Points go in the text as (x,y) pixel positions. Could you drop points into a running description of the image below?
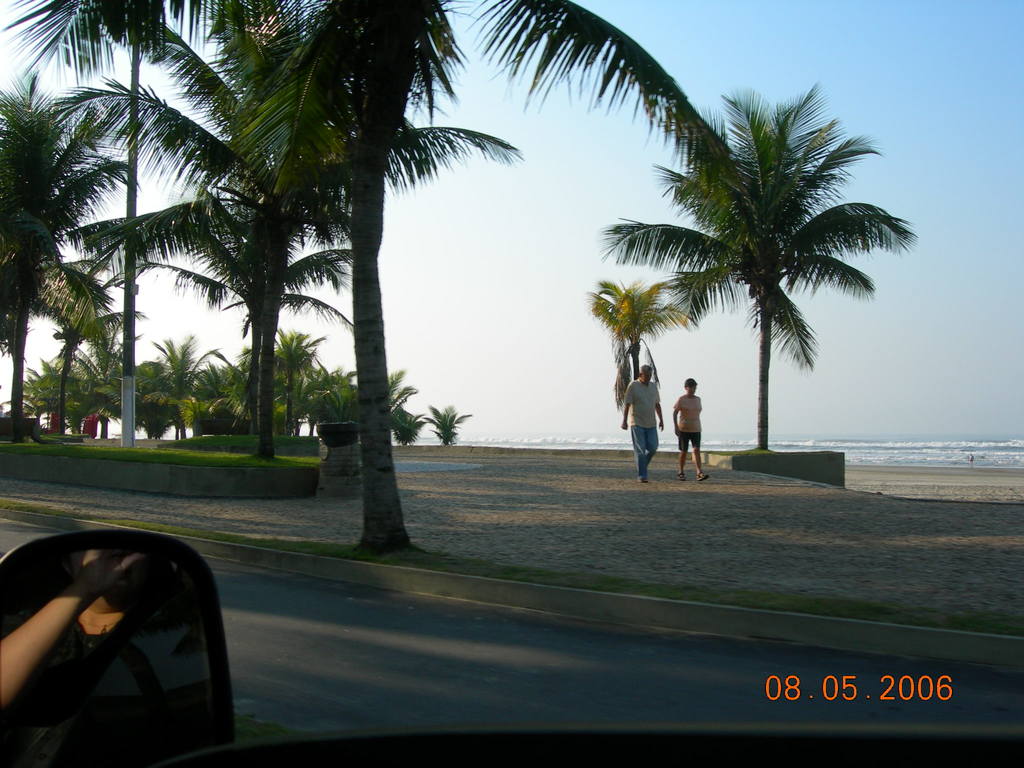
Here we can see two persons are walking on the sand (795,572). There are trees (71,134), grass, pole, and water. There is a mirror (170,637). On the mirror (160,648) we can see a person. In the background (1007,150) there is sky (906,305).
